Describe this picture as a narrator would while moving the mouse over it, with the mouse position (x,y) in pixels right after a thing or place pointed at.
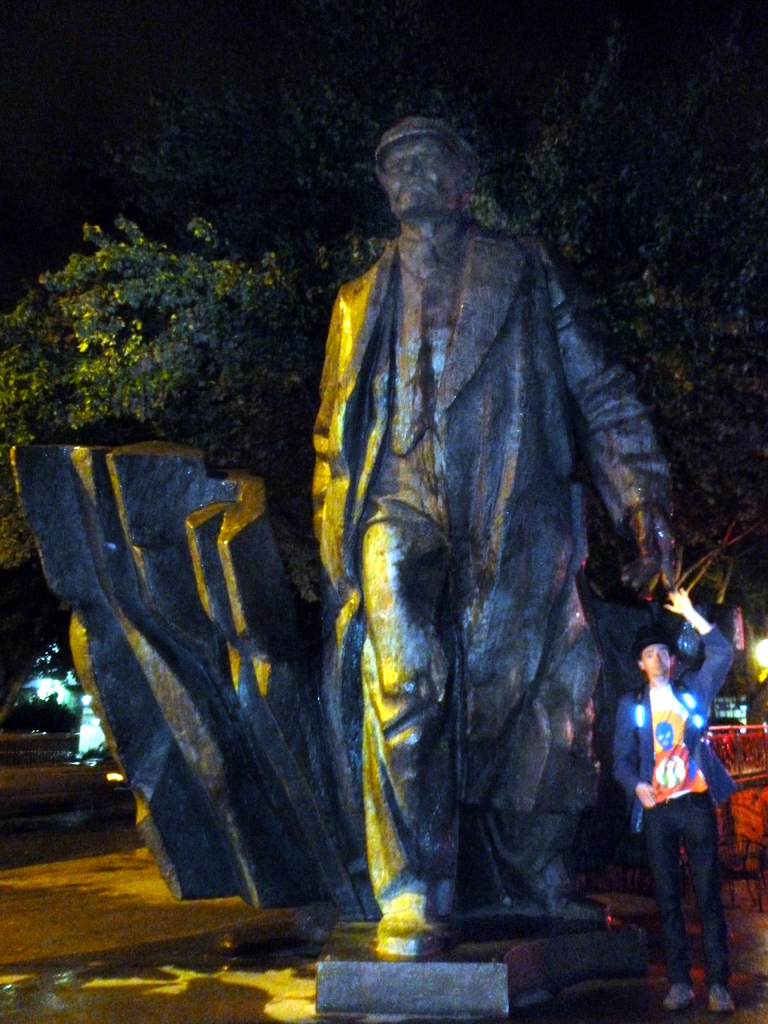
In this picture I can observe a statue of a human (416,586) in the middle of the picture (509,463). On the right side (707,850) there is a person (646,652) standing on the floor (693,953). In the background (279,339) there are trees (612,291).
